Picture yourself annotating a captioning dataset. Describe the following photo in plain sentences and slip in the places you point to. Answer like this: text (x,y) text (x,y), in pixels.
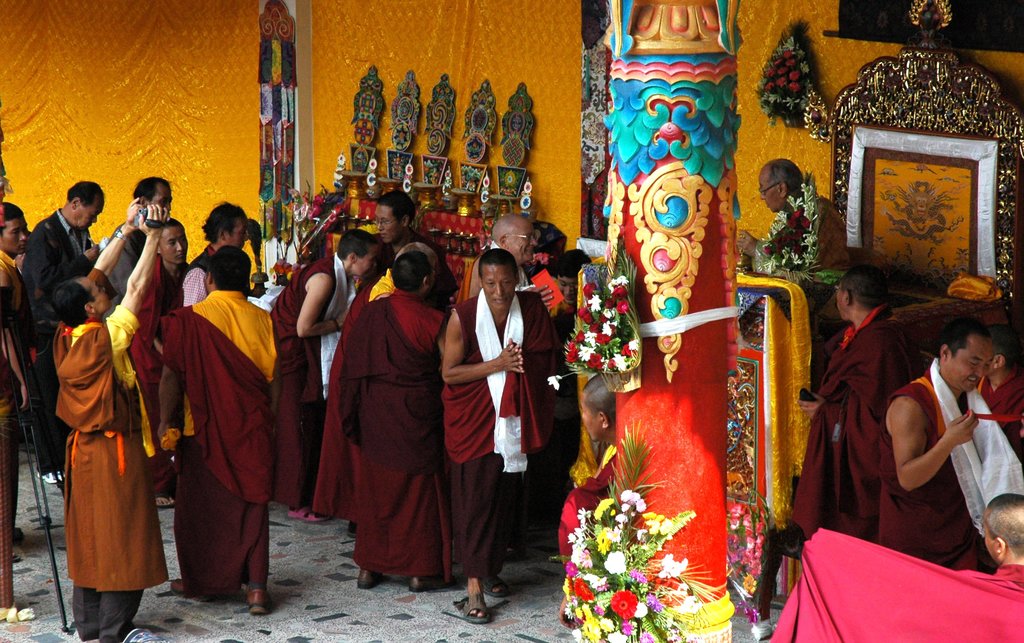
This image consists of many people (448,389). In the front (659,406), there is a red painted pillar (667,486). In the background (138,53), there is a yellow colored cloth (223,91). At the bottom (334,591), there is a floor (426,626). The people (421,414) are wearing maroon color clothes (297,459).
